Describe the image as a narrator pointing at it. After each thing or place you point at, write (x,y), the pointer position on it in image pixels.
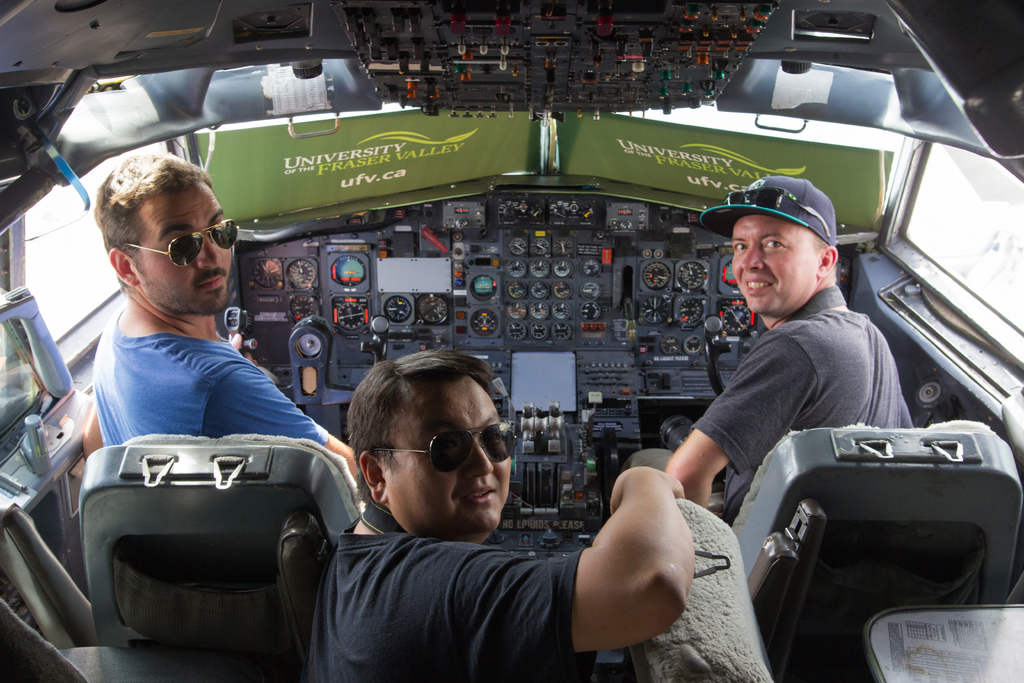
In this picture, we see three men (358,579) are sitting on the seats (267,596). They are looking at the camera. In front of them, we see the inner parts (536,290) of the vehicle (621,300). This picture is clicked inside the vehicle (996,375). In front of them, we see green color boards (479,146) with some text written on it.
